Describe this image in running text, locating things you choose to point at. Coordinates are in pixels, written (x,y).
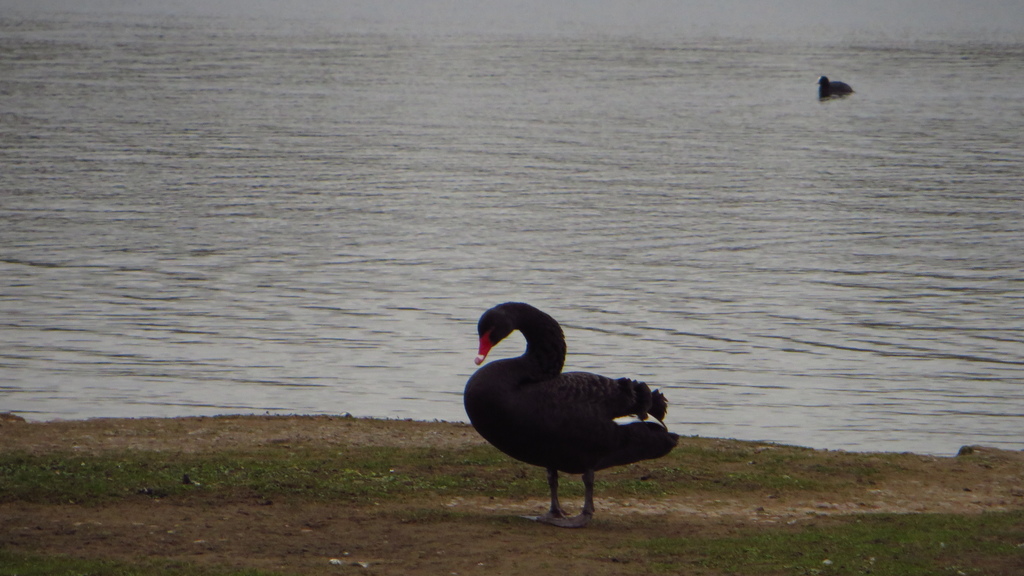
In this image I can see a bird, background (839,92) I can see the other bird (824,76) in the water (807,76).
